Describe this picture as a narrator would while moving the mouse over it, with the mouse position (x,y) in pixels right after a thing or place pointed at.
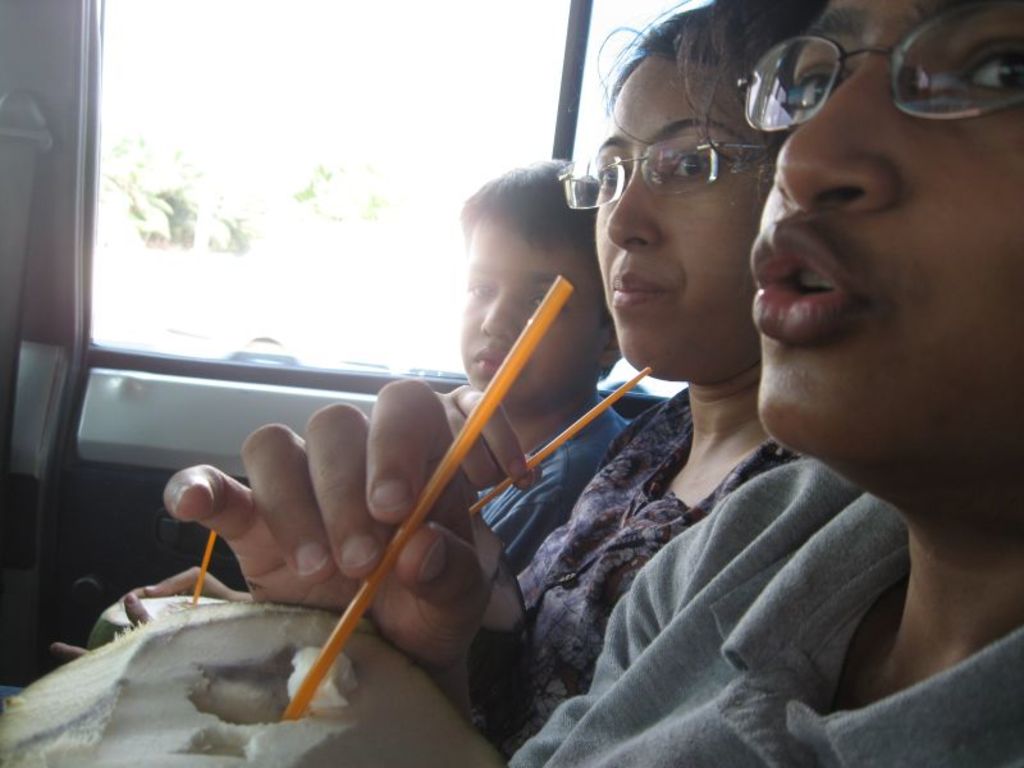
In this image I can see in the middle (666,356) a woman (666,454) is sitting also holding the straw (469,509) with a coconut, she wore spectacles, dress (668,510). Beside her a boy (570,243) is also sitting, in the middle (383,343) it looks like a glass window (281,255).
